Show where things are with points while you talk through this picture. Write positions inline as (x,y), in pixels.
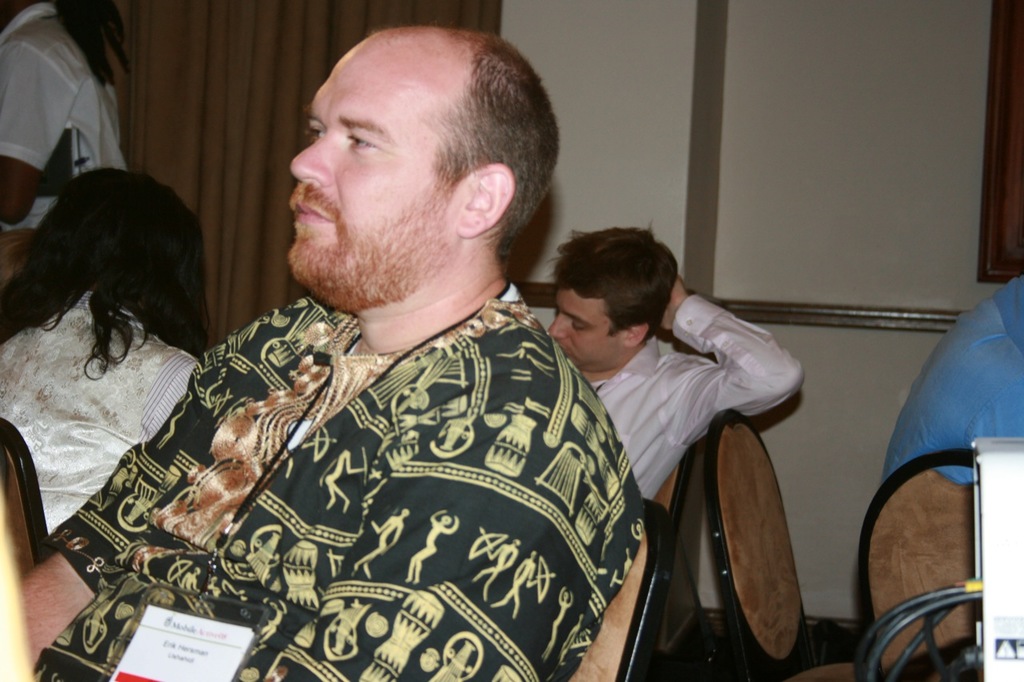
In the foreground of the picture (336,453) there is a person (297,461) sitting, behind him there are chairs (873,555) and people (742,390). On the left (61,258) there are two women (84,125). In the background (290,31) there are curtain (447,22) and a wall (777,56).
